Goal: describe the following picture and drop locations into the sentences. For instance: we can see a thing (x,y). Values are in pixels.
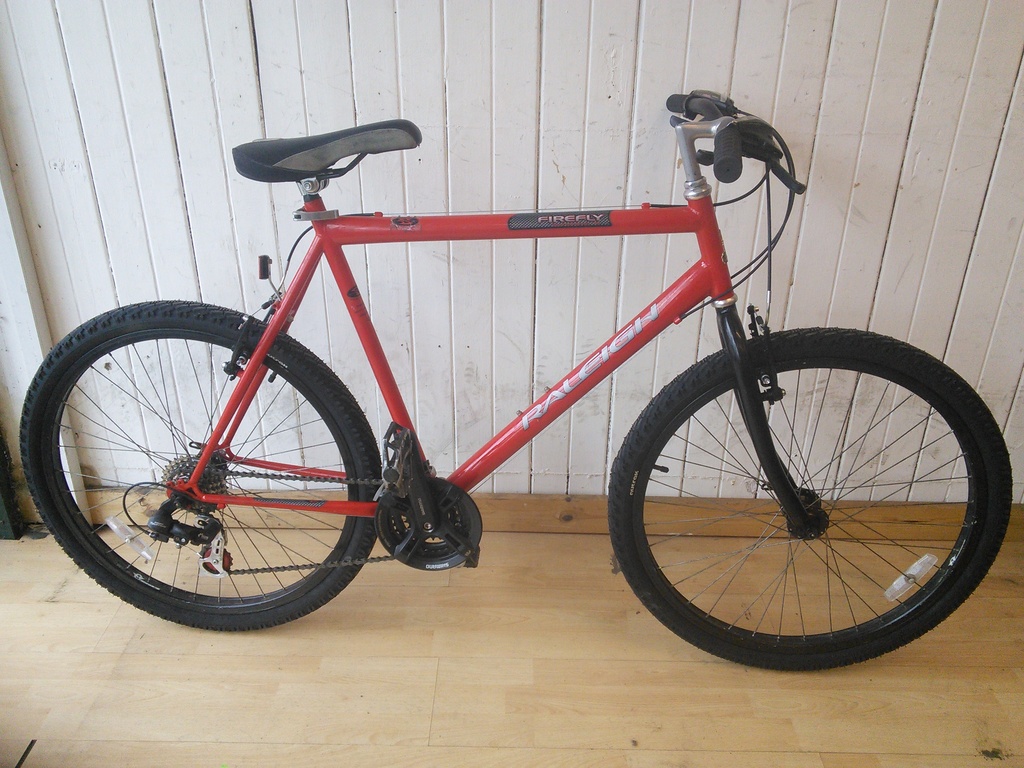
In this image there is a bicycle (286,502) on a wooden floor (695,577) in the background (656,2) there is a white wall (160,80).
